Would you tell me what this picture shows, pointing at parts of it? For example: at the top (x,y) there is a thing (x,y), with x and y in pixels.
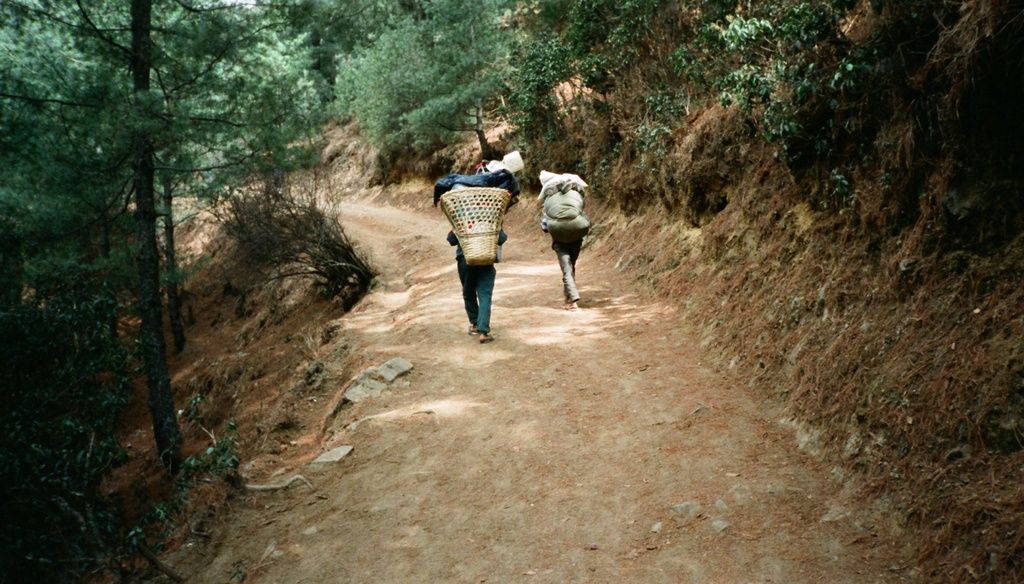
In this picture we can see couple of people (503,238), they are carrying luggage (577,222), beside them we can find few trees (407,136).
